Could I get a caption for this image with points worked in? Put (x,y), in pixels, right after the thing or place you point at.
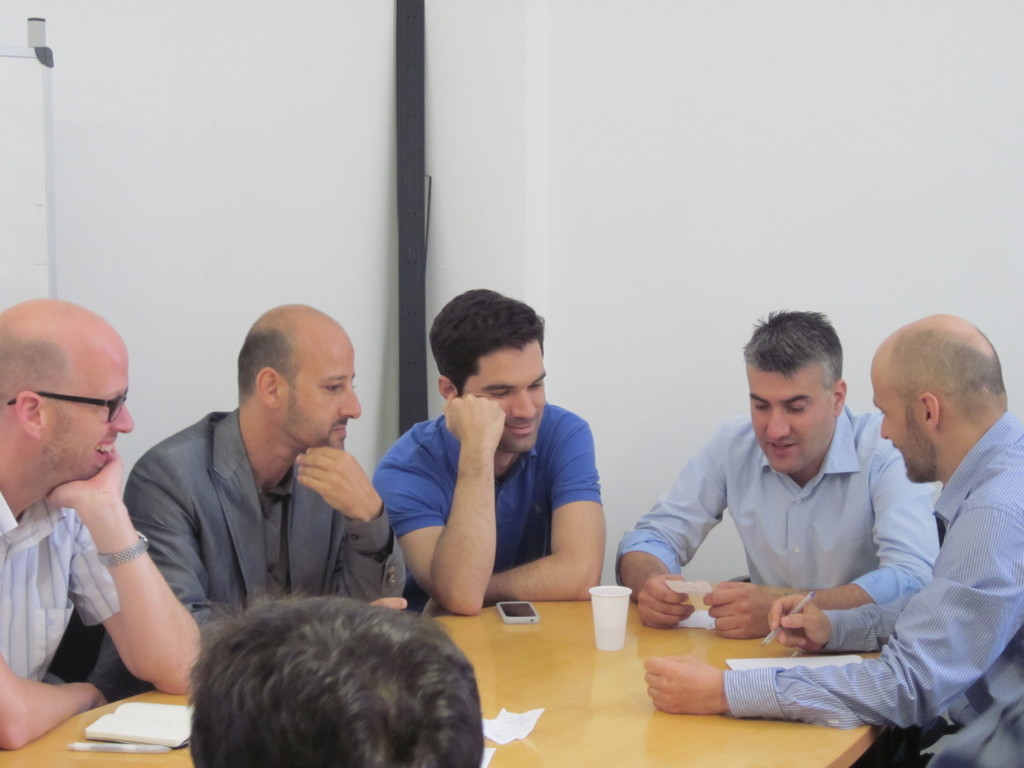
In this image I see 6 persons (902,517) who are sitting and there is a table (836,734) in front of them and on the table (821,760) there are few things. In the background (135,99) I see the wall (695,133).
